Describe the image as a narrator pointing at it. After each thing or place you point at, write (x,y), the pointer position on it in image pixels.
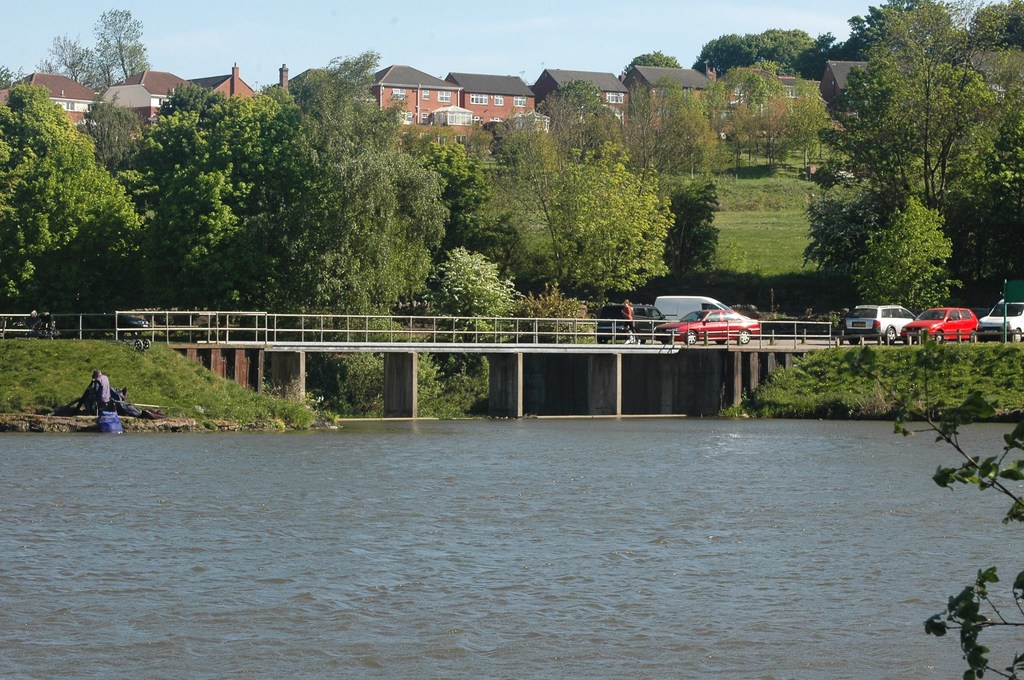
In this picture we can see vehicles (855,327) on the bridge (628,357) surrounded by trees (30,169) and houses (521,111). There is a river (392,469) under the bridge (286,345) surrounded by grass (8,374) and rocks (226,431). The sky (304,37) is blue.
